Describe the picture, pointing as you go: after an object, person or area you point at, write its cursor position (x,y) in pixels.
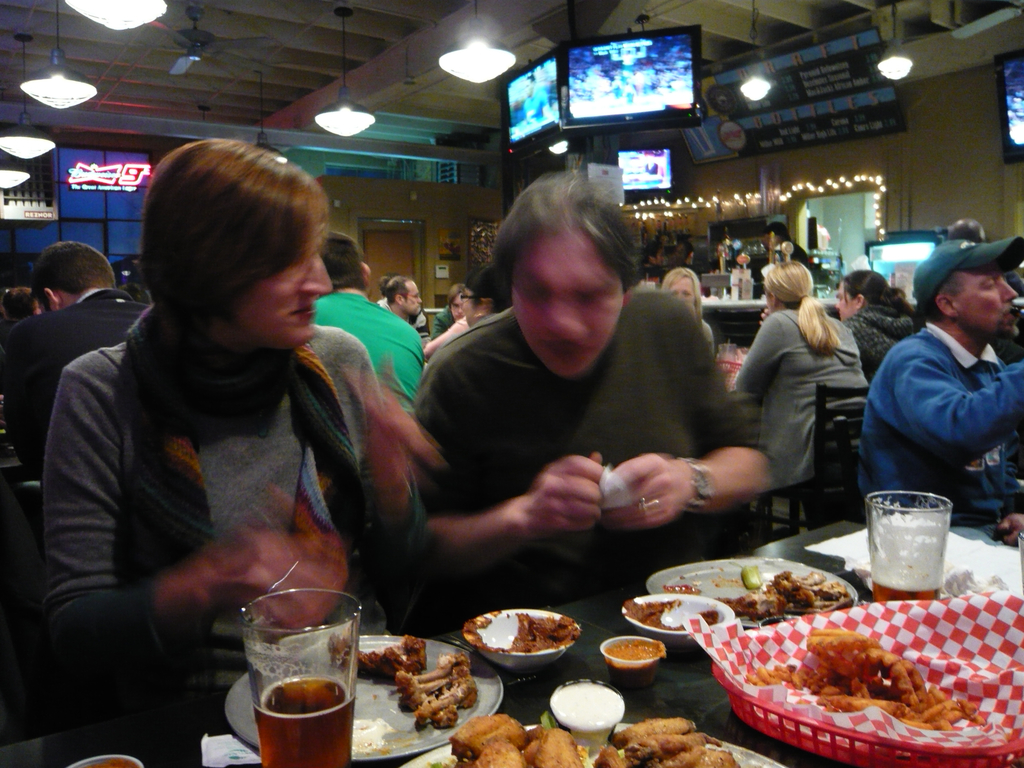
In this image we can see people (469,437) sitting on the chairs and tables (488,594) are placed in front of them. On the tables (696,640) we can see serving plates (431,654) with food (488,739) in them, glass tumblers (348,667) with beverage (327,688) in them and sauce bowls (624,653). In the background (601,80) we can see display screens (586,86), electric lights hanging from the top and decor lights (748,191).
